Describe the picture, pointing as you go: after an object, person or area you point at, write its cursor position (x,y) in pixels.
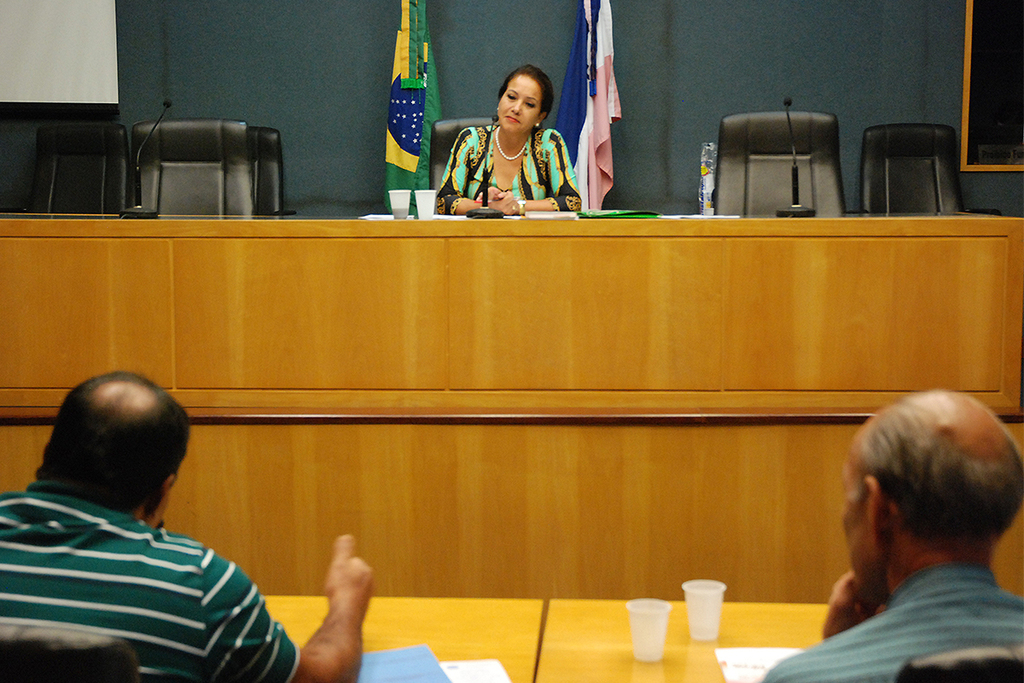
There are 3 people (1002,602) in this room (525,296) sitting on a chair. On the table (403,326) we see glasses (664,620), microphone (795,190), papers (402,674). In the background (455,111) we can see 2 flags (585,73) and wall (723,66).
